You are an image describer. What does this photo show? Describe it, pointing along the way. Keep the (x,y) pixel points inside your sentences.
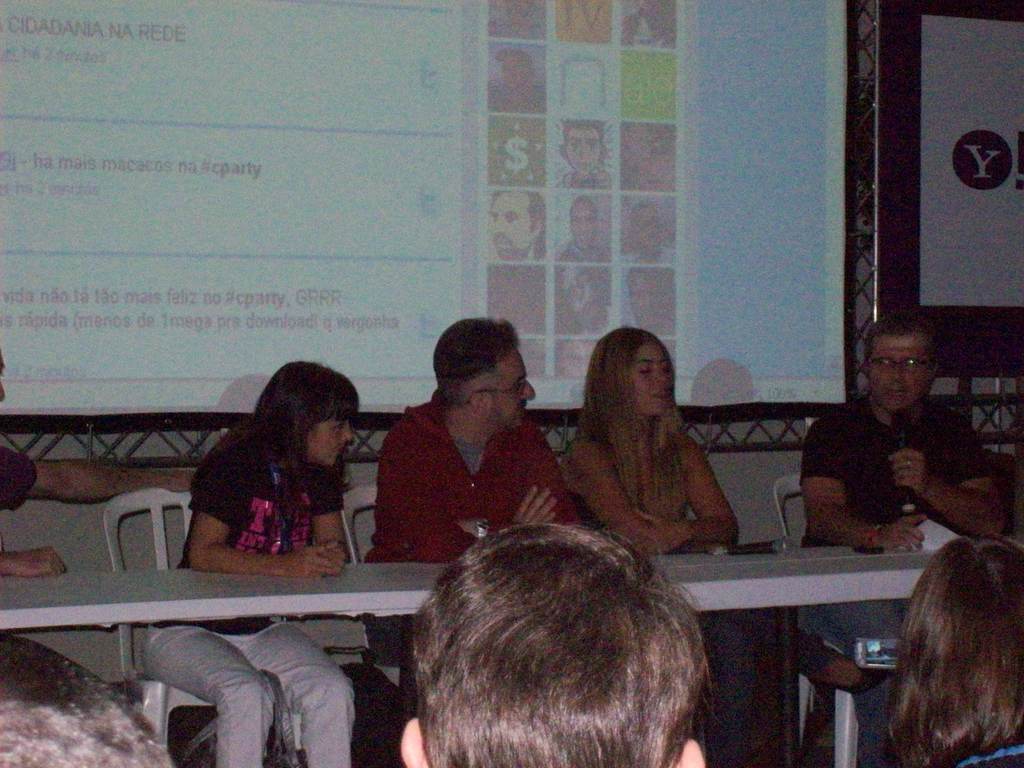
This image is taken indoors. In the middle of the image (590,473) a few people (179,658) are sitting on the chairs (174,553) and there is a table (288,609). In the background (22,532) there is a wall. There is a board (933,276) with a text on it and there is a screen (482,199) with a text (223,313) and a few images (572,255) on it. On the right side of the image (887,519) a man (897,541) is sitting on the chair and he is holding a mic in his hand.
